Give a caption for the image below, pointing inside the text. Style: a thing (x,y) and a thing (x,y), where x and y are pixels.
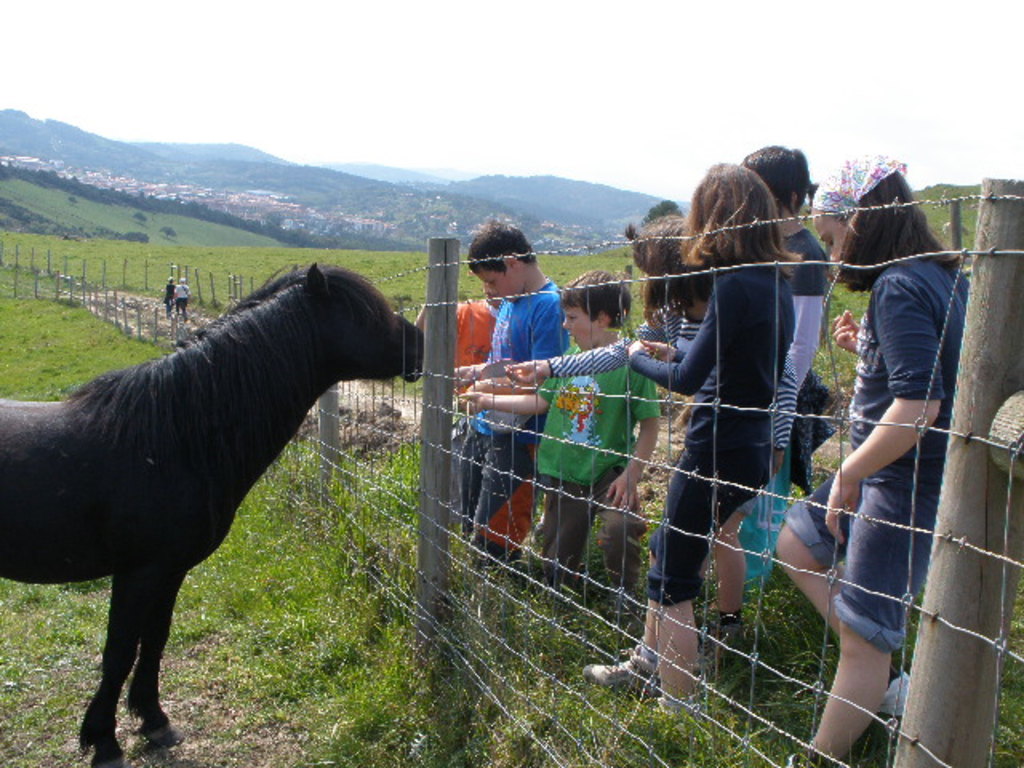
In this image there is a black horse (206,452) on the left side (165,470). In front of it there is a fence (450,343) through which there are people (553,317) feeding the horse (383,347). In the background (373,225) there are hills (302,203). On the ground (278,553) there is grass (278,539).
